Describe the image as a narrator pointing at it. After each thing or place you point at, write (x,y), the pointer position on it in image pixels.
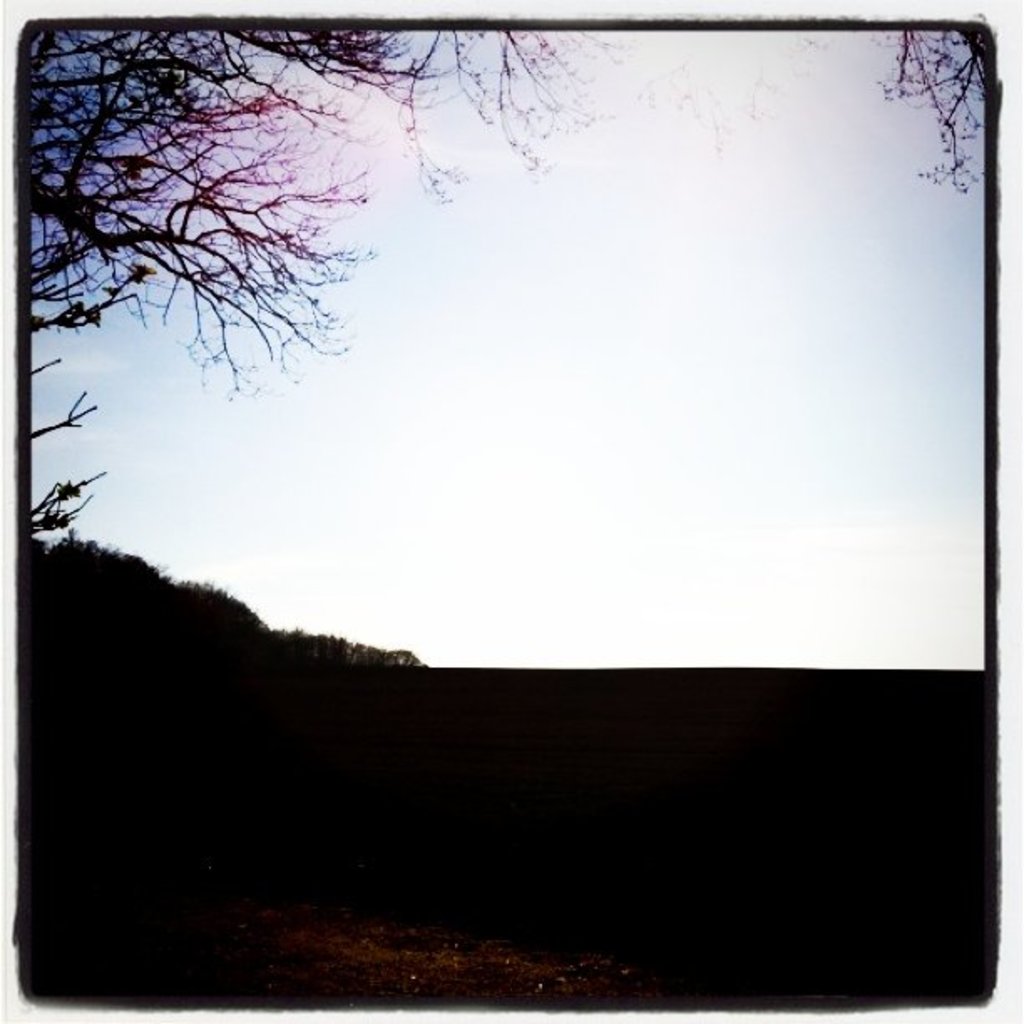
In this image we can see trees (455,36), sky (448,610) and we can also see that the image is dark.
